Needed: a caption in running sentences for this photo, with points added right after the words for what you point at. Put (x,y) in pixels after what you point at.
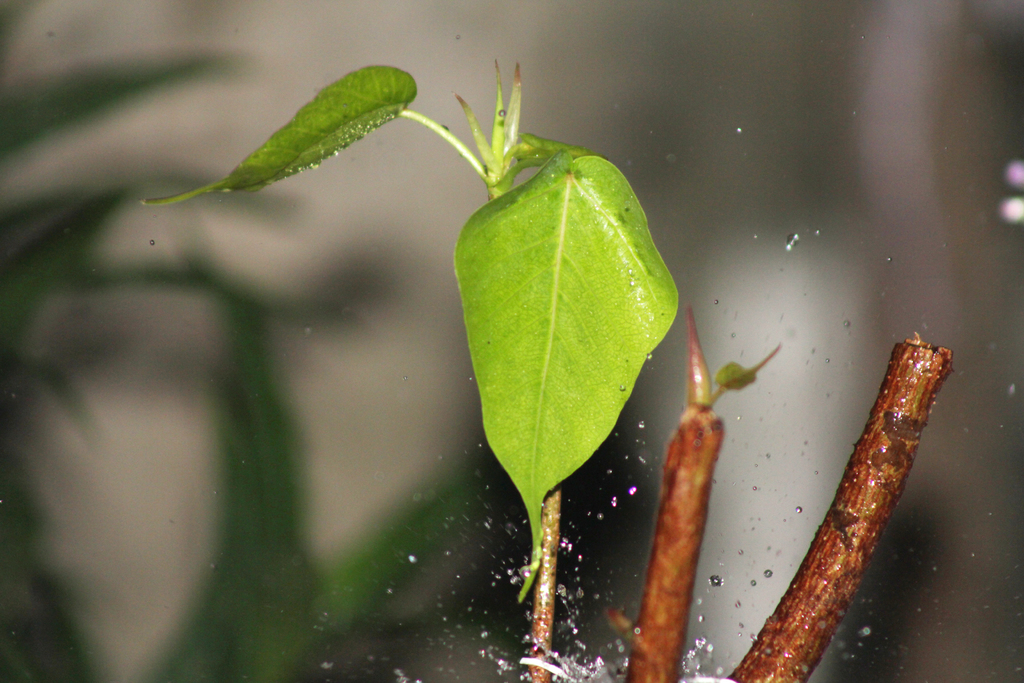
In this image there are leaves (486,274) of the plant (791,667), water droplets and the blurred background (227,600).
